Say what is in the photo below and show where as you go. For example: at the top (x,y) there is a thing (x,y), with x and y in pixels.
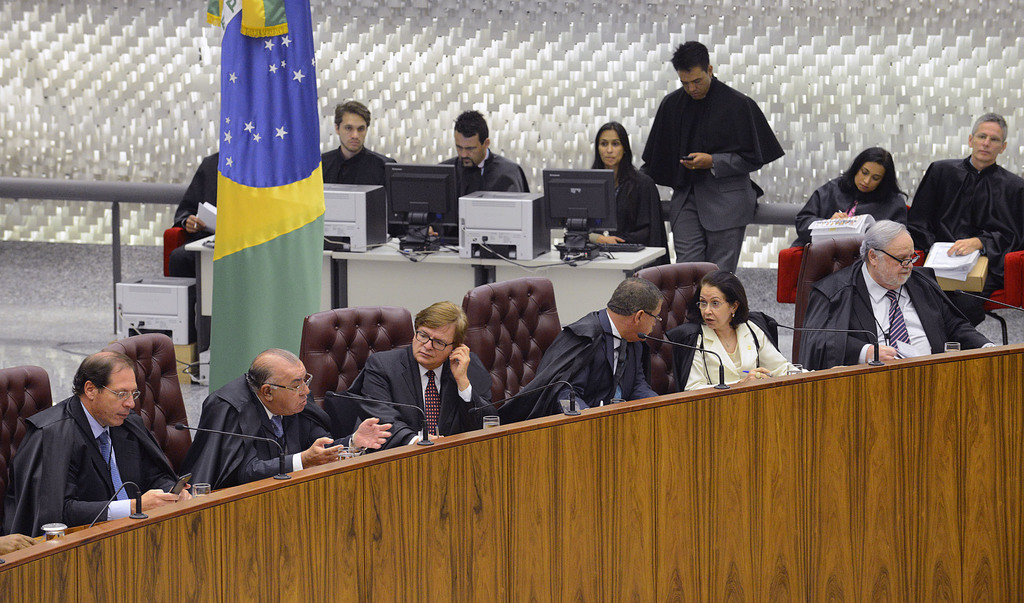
In this picture we can see a group of people (89,441), they are sitting on chairs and one person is standing, here we can see a wooden platform (569,482), mics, monitors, glasses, flag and some objects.
